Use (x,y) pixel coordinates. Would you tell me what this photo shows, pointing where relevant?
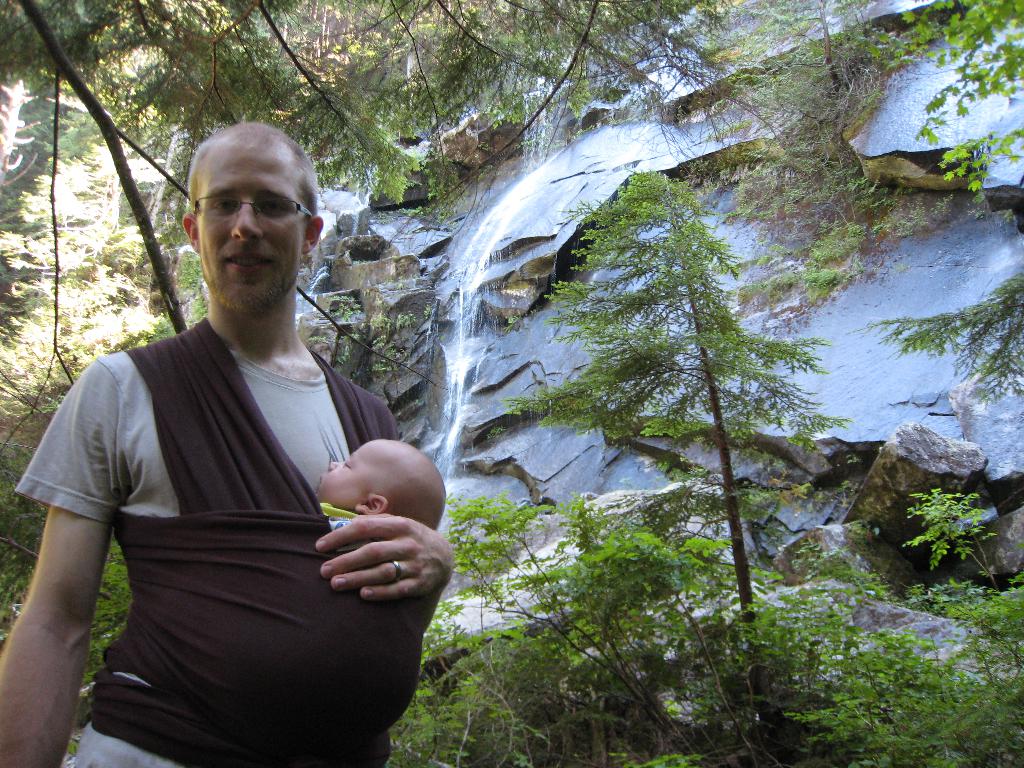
In this image there is a man (126,562) holding baby (412,448) with cloth (299,554) behind him there are trees (745,391) and waterfall (461,286) on the rocks (536,381).
